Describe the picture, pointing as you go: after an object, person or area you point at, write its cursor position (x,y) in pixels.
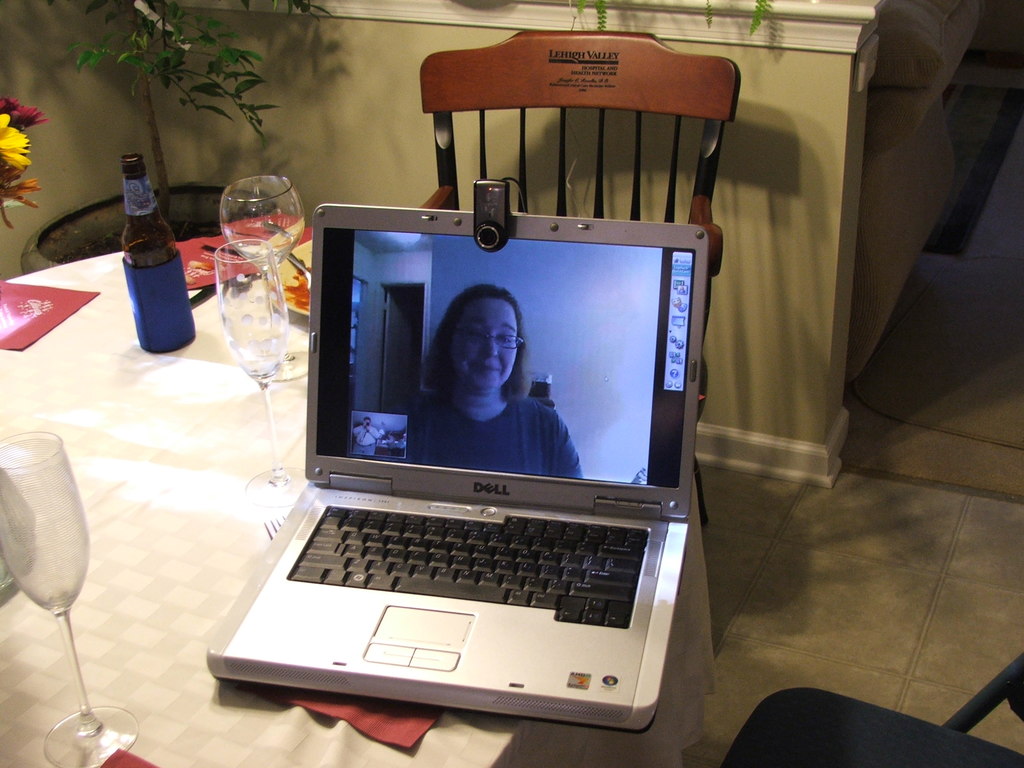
In this image I can see a laptop (450,403), in the laptop (479,319) I can see a person (479,319) sitting. Background (336,71) I can see few glasses (228,268), a bottle (181,264) on the table (189,415) and I can see a chair (644,47) in brown color and wall (394,104) in cream color.
